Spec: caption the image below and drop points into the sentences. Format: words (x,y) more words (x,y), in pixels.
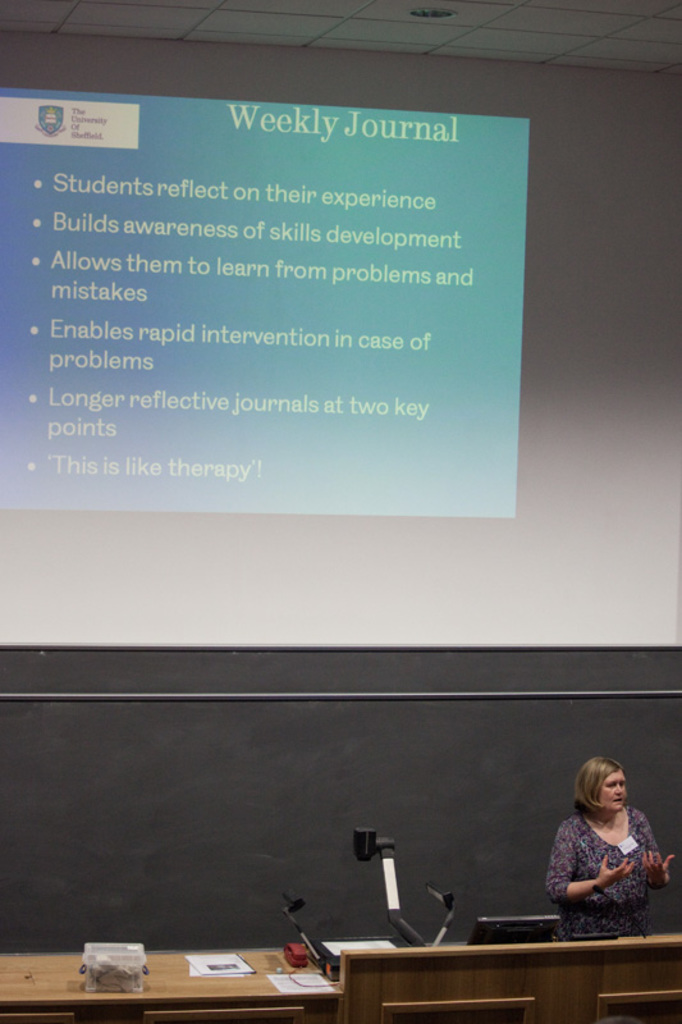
This person (601,869) standing and talking. We can see papers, box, laptop (512,933), electrical device (368,941) on the table (533,954). On the background (442,568) we can see screen (122,122), wall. On the top (427,13) we can see light (443,15).
